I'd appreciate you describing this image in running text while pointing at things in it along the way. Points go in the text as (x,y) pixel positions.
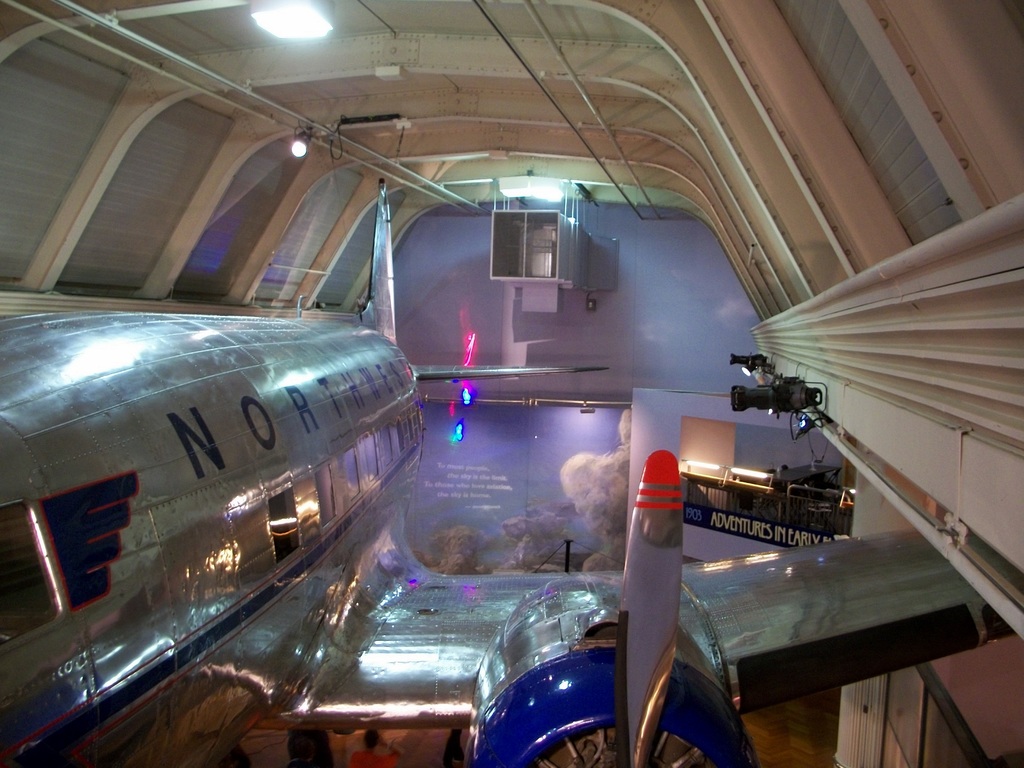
In this picture there is a plane (249,510) and there are some other objects (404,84) above it.
